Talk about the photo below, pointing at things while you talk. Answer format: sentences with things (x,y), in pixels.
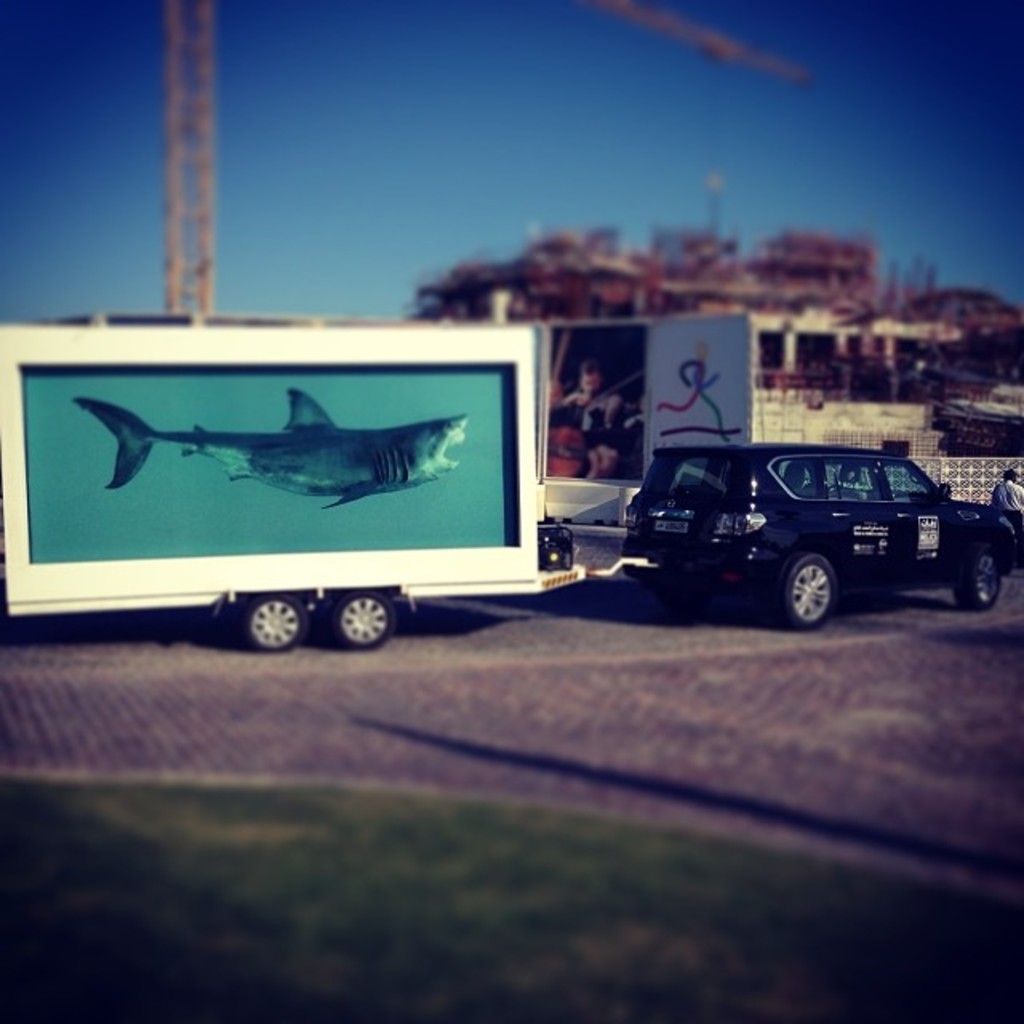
This is a car (634,546). I can see a truck (119,594), which is attached to a car (664,572). This looks like a hoarding (648,396). I can see a tower crane (207,281). This looks like a building (789,317). On the right side of the image (1009,507), I can see a person (999,492) standing. This is the grass (346,986).
